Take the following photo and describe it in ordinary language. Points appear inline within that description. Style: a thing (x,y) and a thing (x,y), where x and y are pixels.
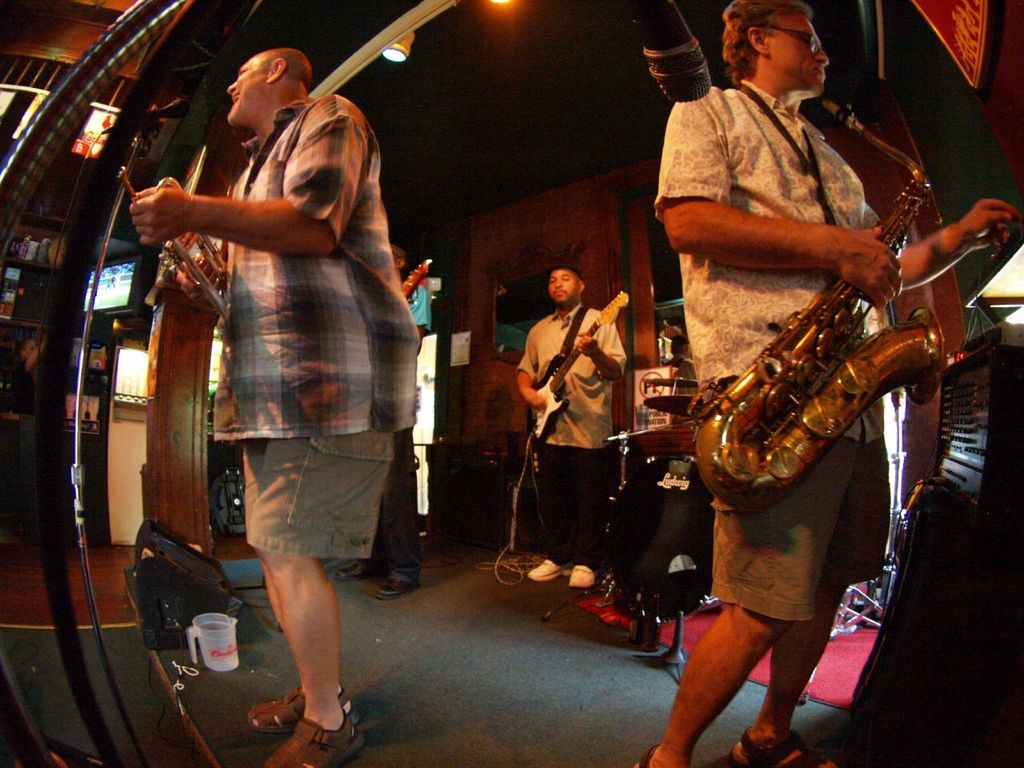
In the image we can see four persons (658,189) were standing and holding musical instruments (853,390). The right person (737,256) he is holding saxophone (851,377). In front we can see microphone (643,54). Around them we can see light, few musical instruments (641,440), wall (537,208) etc.
